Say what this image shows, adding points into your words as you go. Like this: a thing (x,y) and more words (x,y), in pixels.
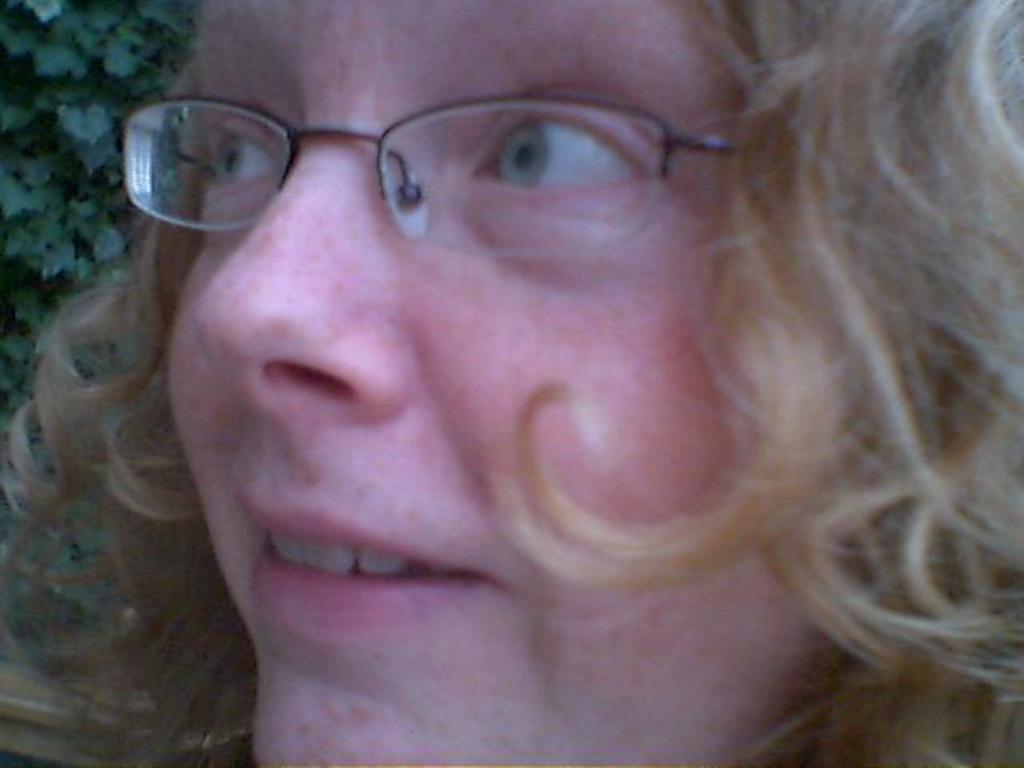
In this picture we can observe a woman (309,408) wearing spectacles (463,132). We can observe cream color hair (769,442). In a background (83,123) there are some leaves (96,173).
